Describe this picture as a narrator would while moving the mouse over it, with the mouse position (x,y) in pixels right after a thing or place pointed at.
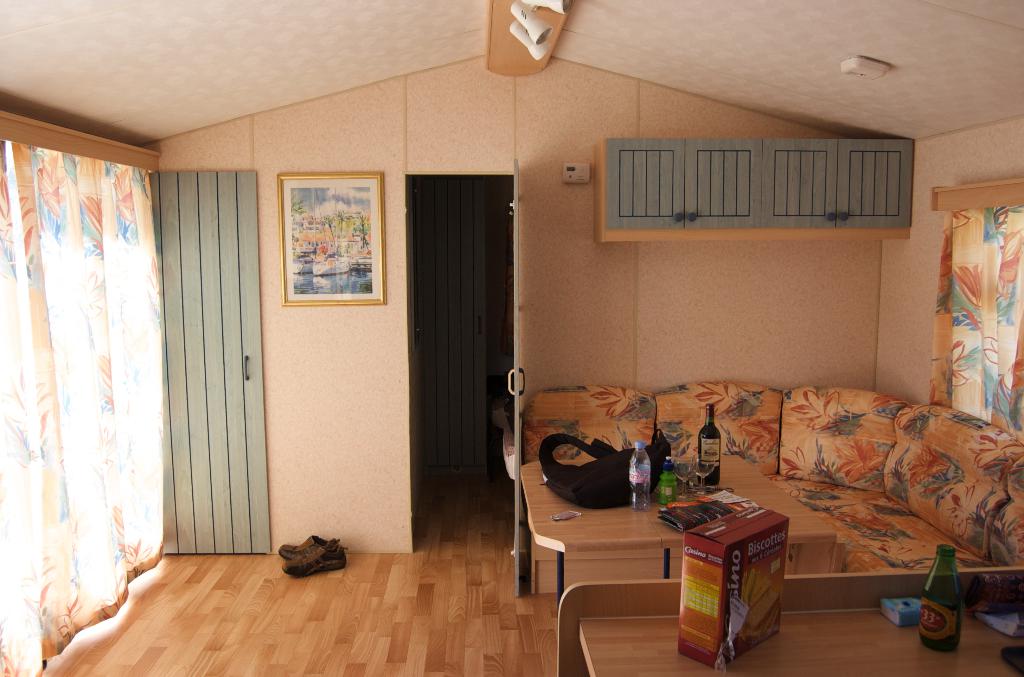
As we can see in the image there is a wall (569,285), photo frame (289,240), door (258,371), curtain (78,433), shoes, light (539,34), sofa (882,547) and a table (598,593). On table (608,518) there is a bag (618,456), bottles (665,461) and a box (754,577).
